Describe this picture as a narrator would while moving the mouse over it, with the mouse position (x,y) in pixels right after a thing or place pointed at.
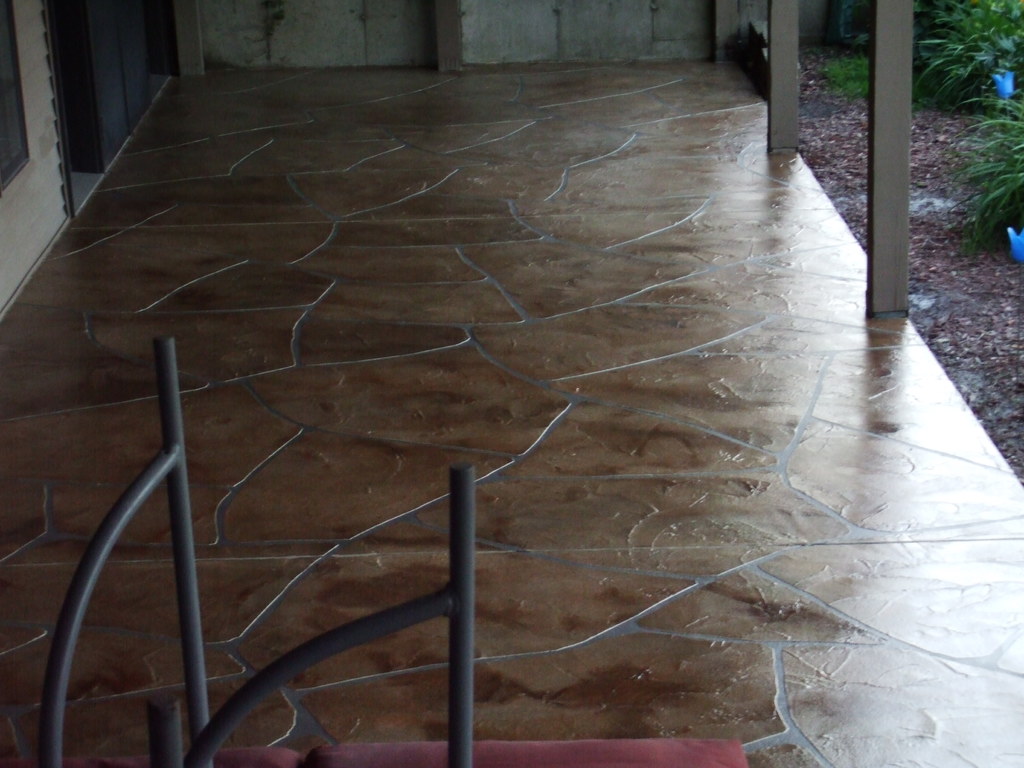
In this picture we can see an object (733,758) on the floor (394,475), wooden poles (769,144), plants (925,34) on the ground (947,132) and in the background (563,3) we can see the wall (232,30).
